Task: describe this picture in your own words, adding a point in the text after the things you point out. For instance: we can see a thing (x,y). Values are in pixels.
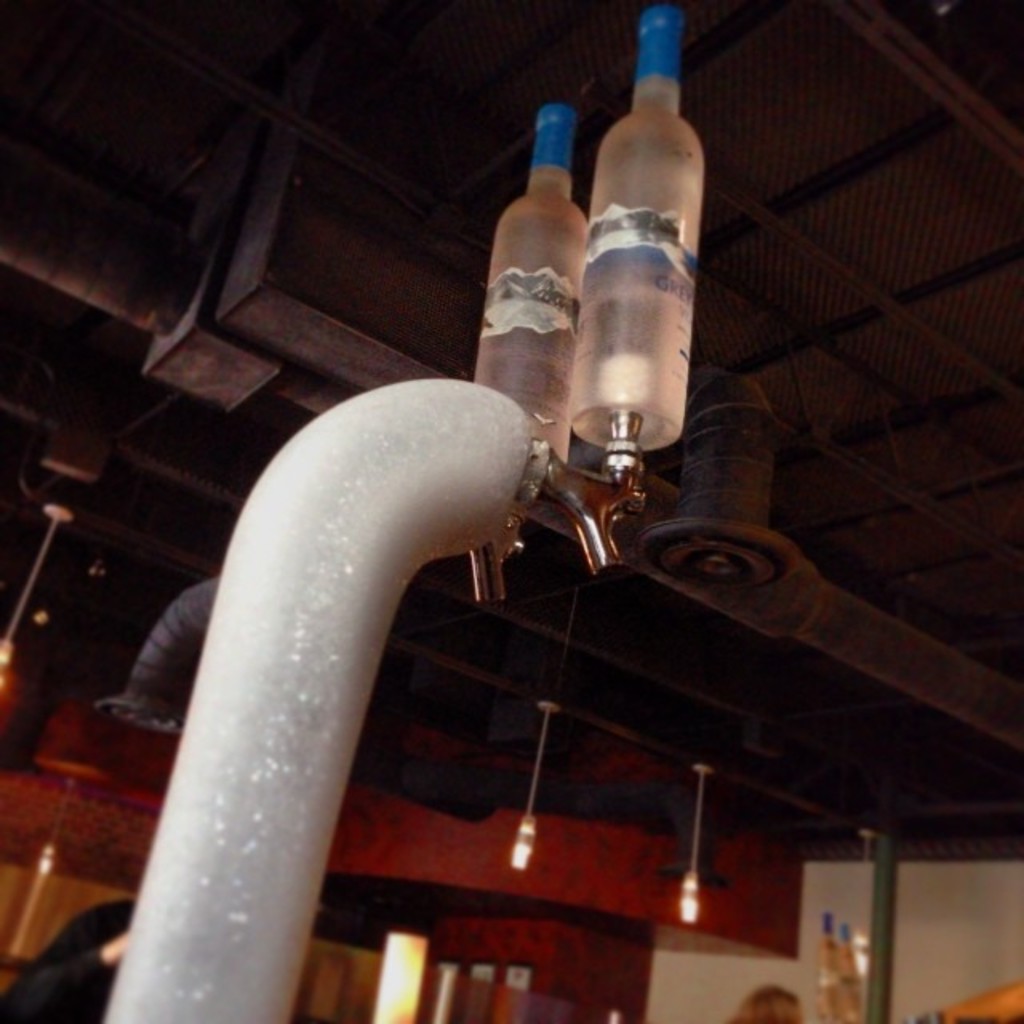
In this picture we can see pipe (502,467) with two taps (479,552), top of the taps (561,475) we can see bottles (534,368). In the background of the image (399,849) we can see lights (691,886), pole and wall (620,937).
